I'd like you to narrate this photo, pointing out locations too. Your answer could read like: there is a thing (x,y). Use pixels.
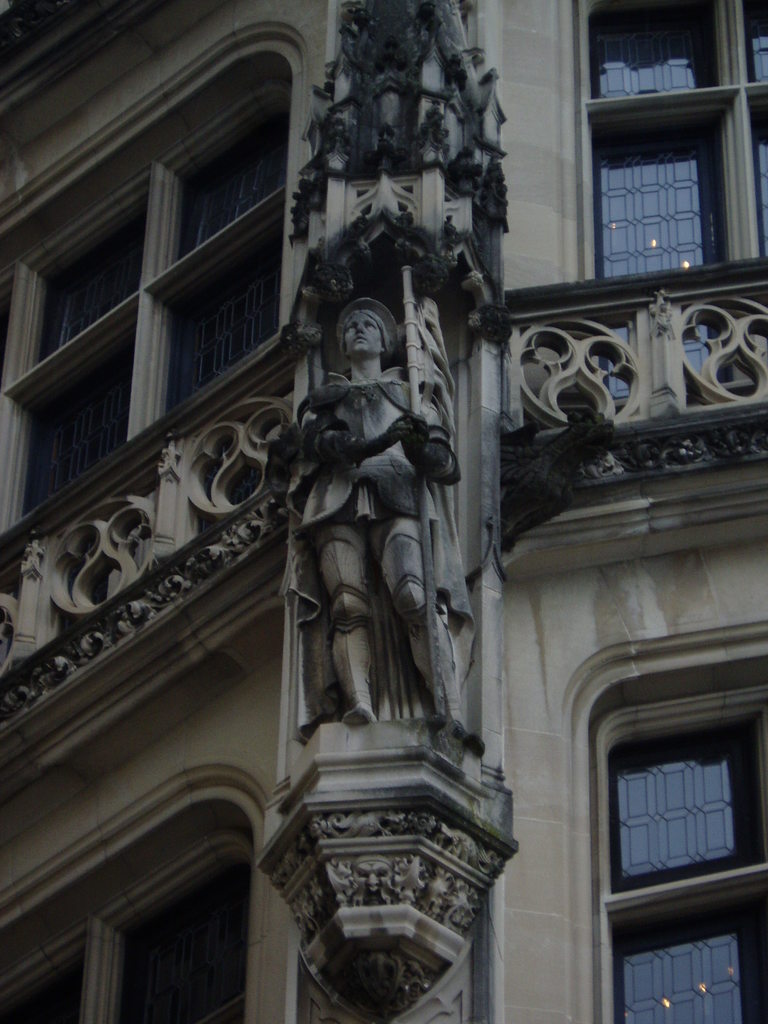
In this image we can see a building (279,763), on the building (231,737), we can see a statue (328,468), there are some windows (677,238).
